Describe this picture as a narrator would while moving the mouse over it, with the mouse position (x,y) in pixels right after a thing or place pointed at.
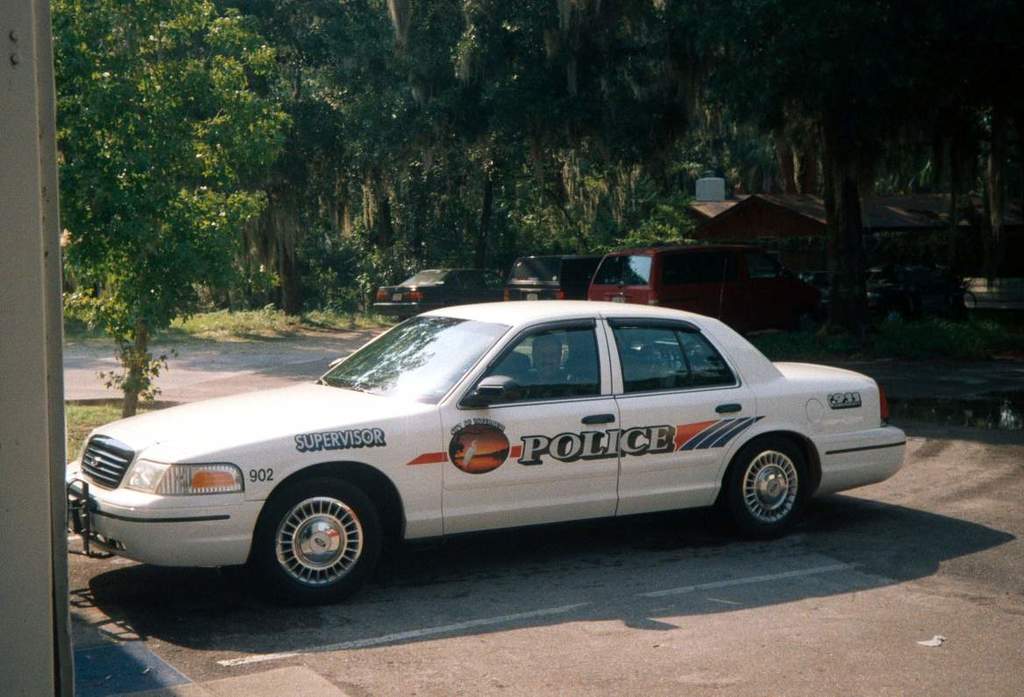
In this image, we can see vehicles (453,367) on the road (837,505) and in the background (561,195), there are trees (832,223) and we can see sheds (947,248).
